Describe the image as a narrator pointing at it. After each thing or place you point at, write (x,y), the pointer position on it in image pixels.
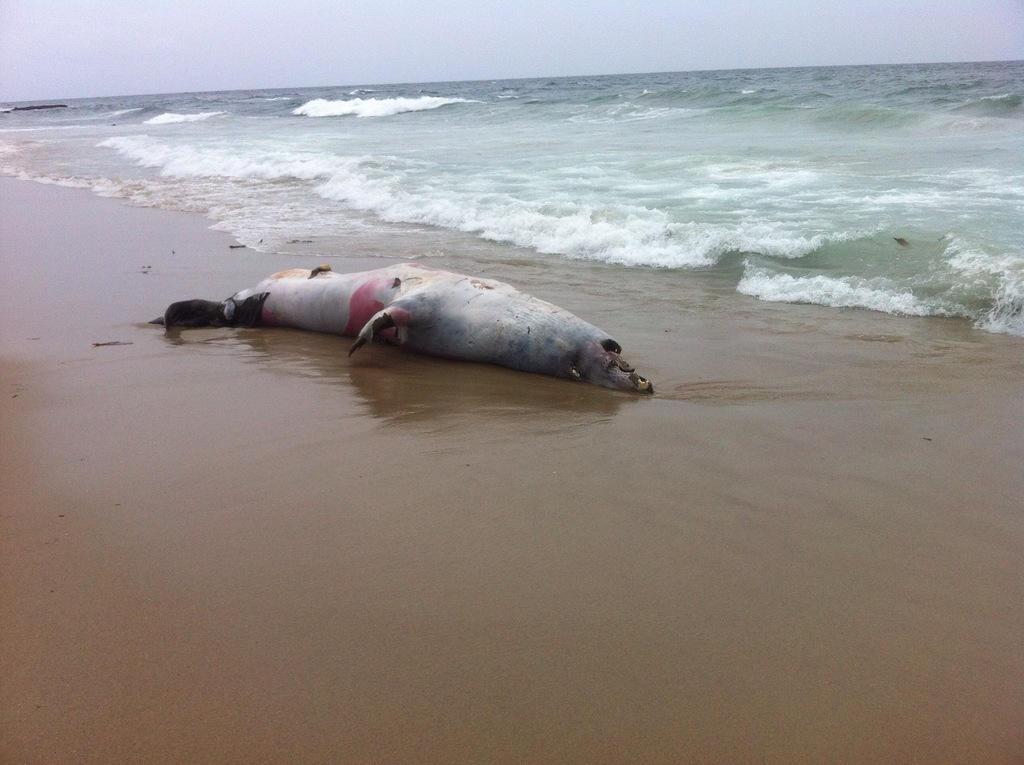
In this picture It looks like a seal (304,296) on the shore (221,411) and I can see water (107,186) and a cloudy sky (198,43).
